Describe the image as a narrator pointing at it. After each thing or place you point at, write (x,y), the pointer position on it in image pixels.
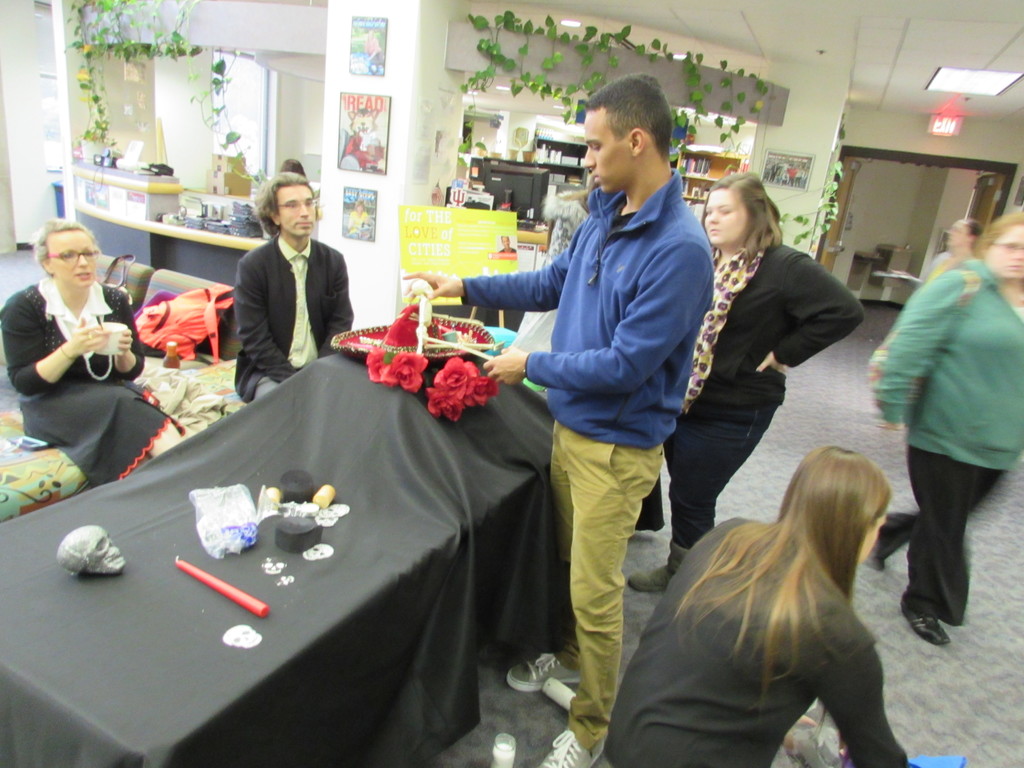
There are group of people (464,291) around a table (335,500) which has black cloth (395,514) and some objects (241,545) on it.
